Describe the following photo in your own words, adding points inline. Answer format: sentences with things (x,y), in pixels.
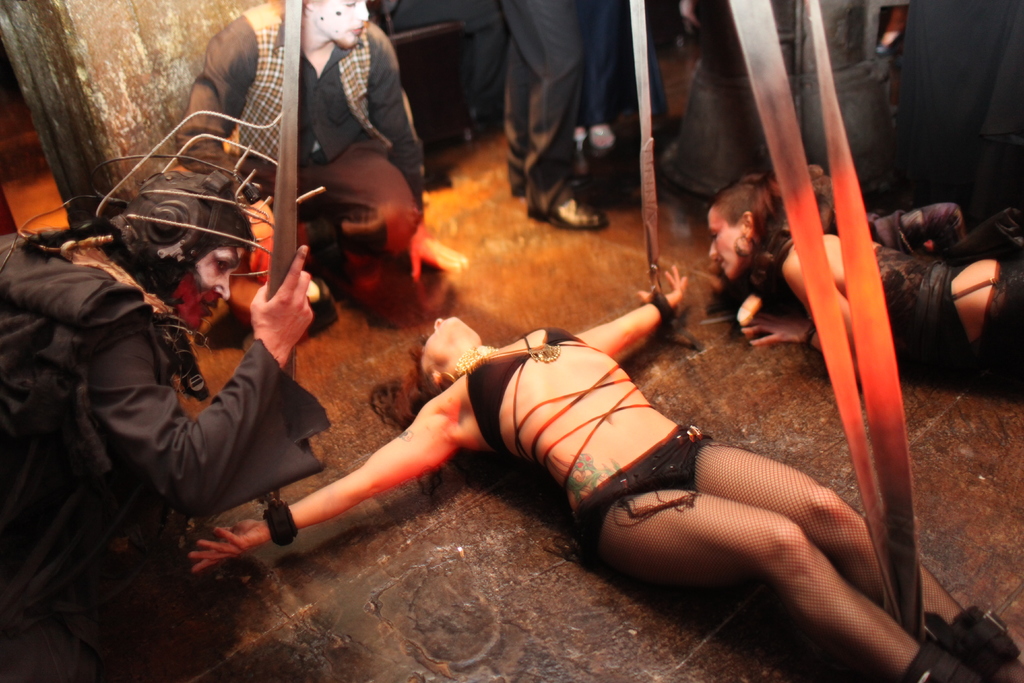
In the middle (500,432) a beautiful woman (649,546) is laying on the floor (958,419). On the left side (89,454) these two people (229,254) performing the Halloween.
